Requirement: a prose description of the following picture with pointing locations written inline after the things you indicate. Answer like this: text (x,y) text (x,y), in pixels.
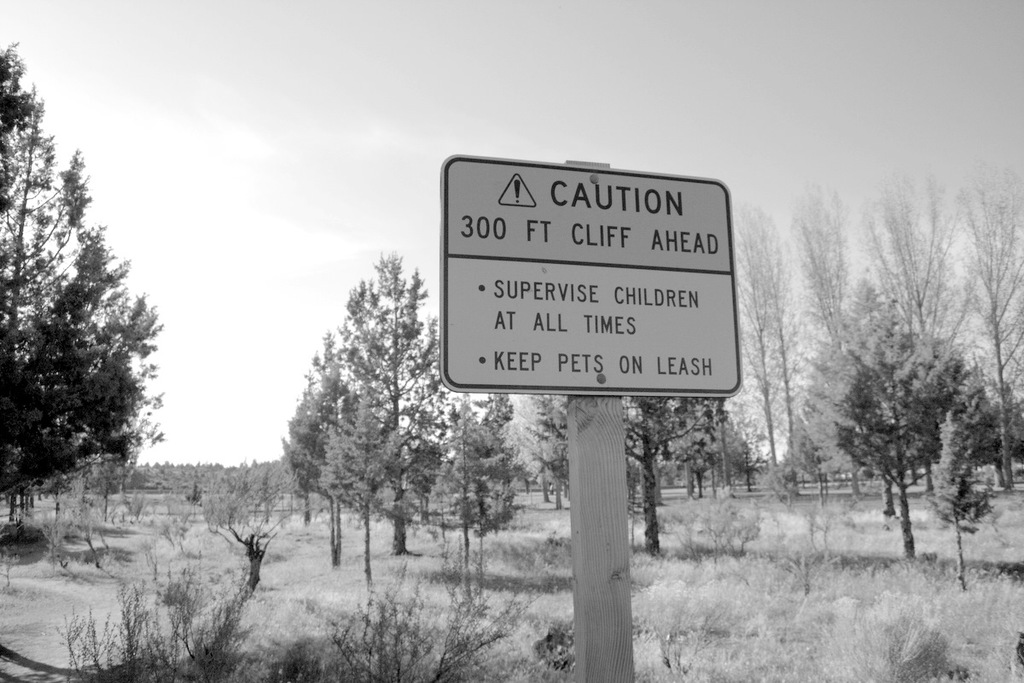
In the picture we can see a caution board (565,317) to the wooden pole (601,598) and behind it, we can see some plants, dried grass (284,614), trees (542,414) and sky (299,295).
